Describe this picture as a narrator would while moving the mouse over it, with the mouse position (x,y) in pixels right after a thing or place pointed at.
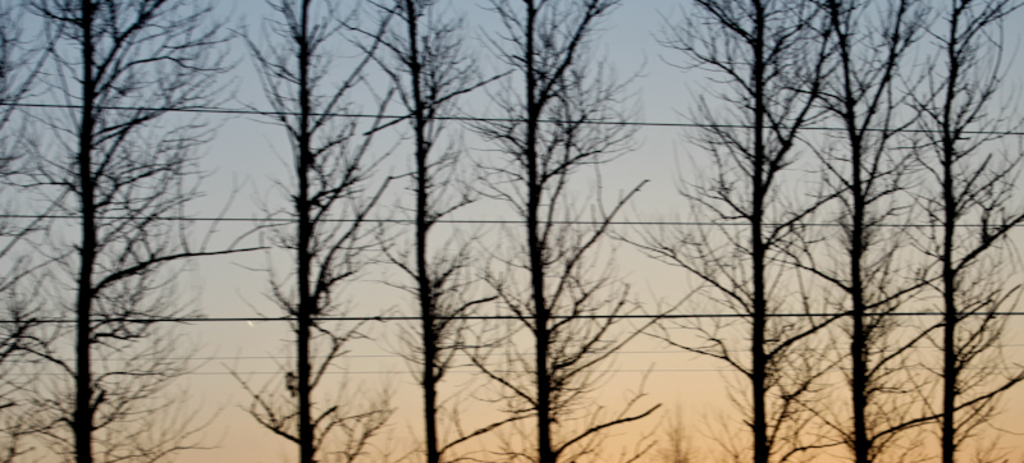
In this image, we can see there are cables (478,317) and trees (308,213). In the background (475,406), there is the sky (212,87).
